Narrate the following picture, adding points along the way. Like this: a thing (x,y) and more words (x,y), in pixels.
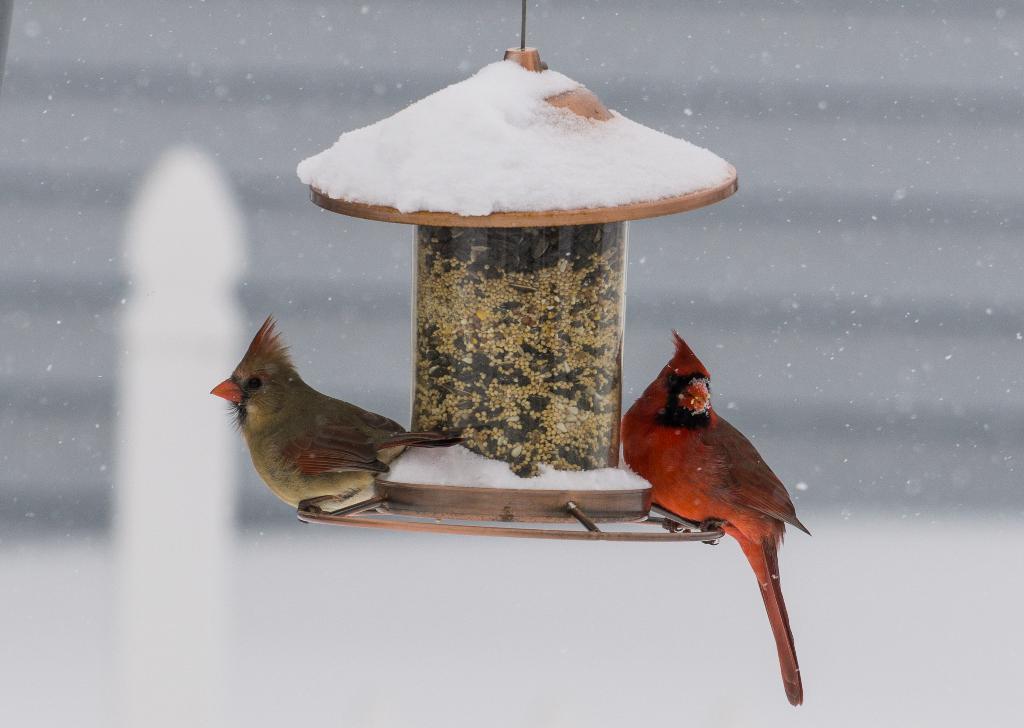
In this image there is an object (541,304) hanging. There is snow (470,464) on the object (504,399). There are two birds (347,445) sitting on the object (538,470). The background (837,96) is blurry.
